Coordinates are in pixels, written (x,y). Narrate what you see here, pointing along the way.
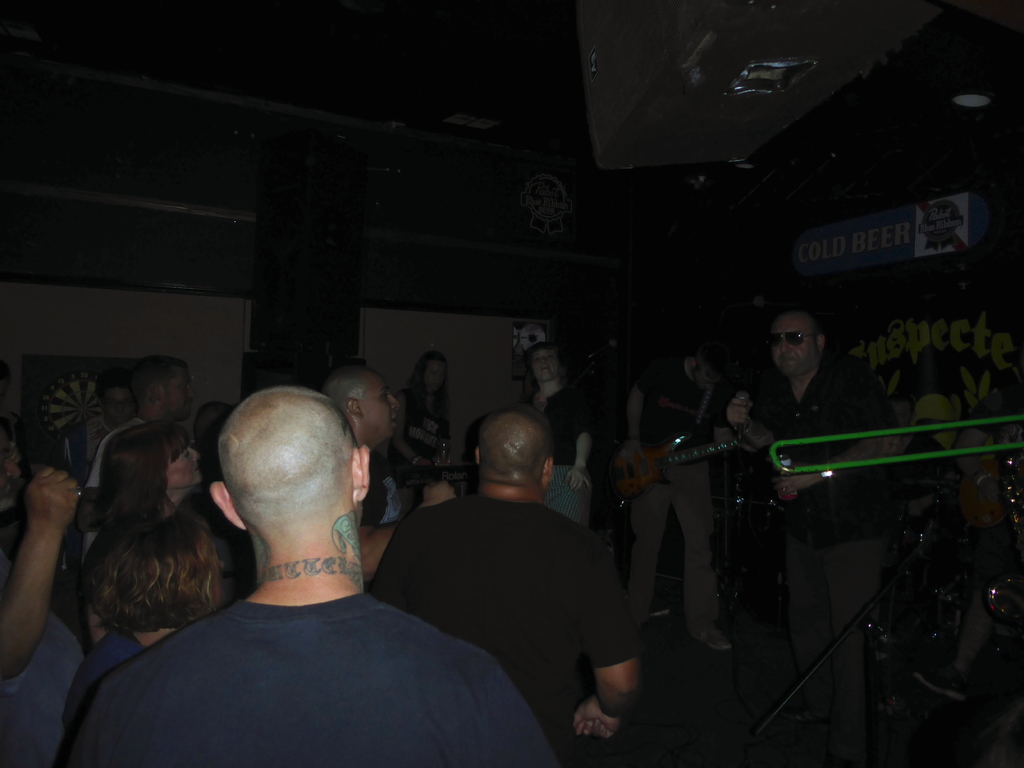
In this image we can see group of persons (848,714) are standing, here a man (637,531) is holding a guitar (642,468) in the hands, here a man (750,427) is holding a microphone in the hands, here it is dark.
